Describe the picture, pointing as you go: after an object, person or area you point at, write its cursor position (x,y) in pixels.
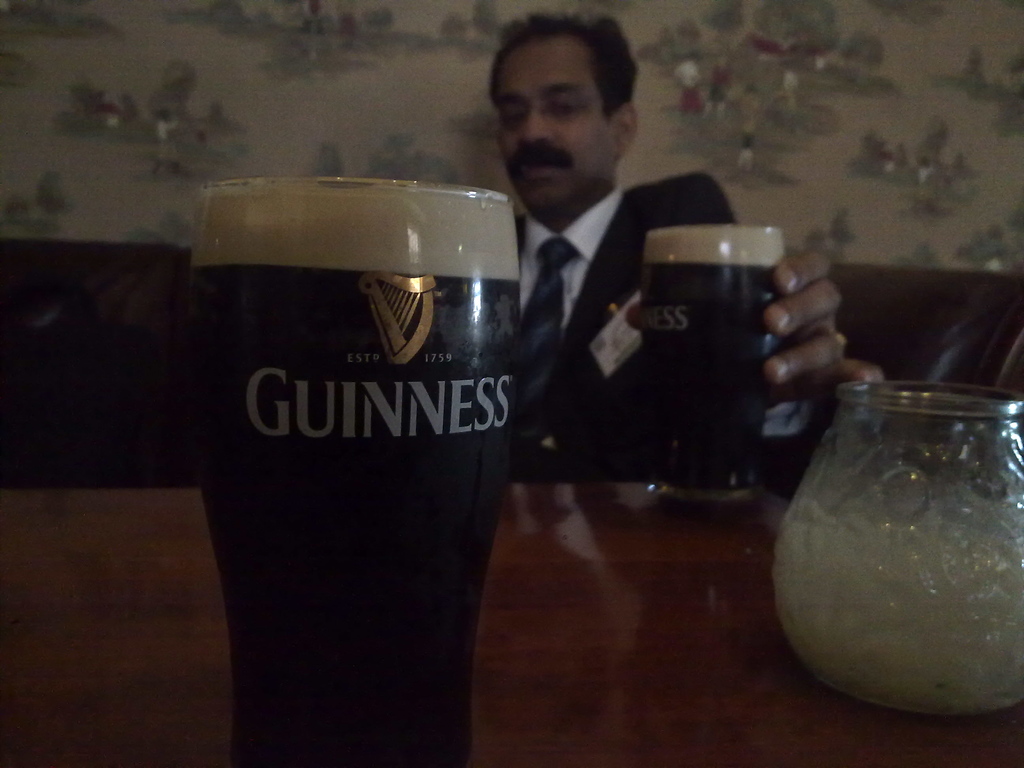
This picture shows couple of glasses (222,316) on the table (636,497) and we see a man (542,209) seated and holding a glass (672,408) in his hand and we see a glass jar (983,485) on the table (530,621).
